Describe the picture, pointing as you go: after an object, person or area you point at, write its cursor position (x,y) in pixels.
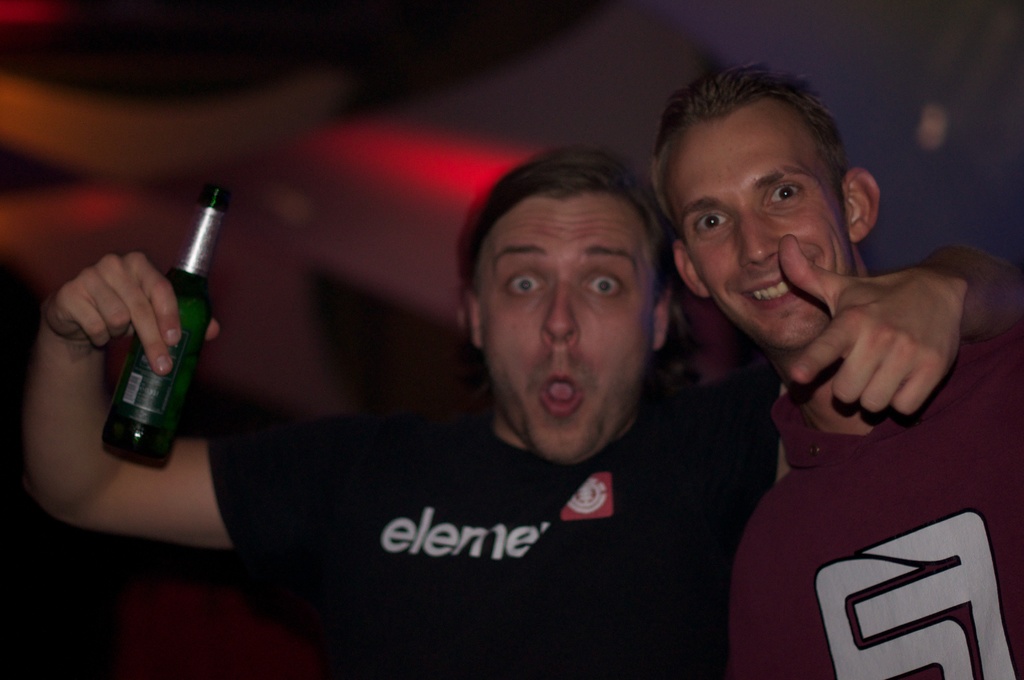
This is the picture of a two persons (642,555). The man (489,566) in black t shirt (489,541) was holding a bottle (158,387), Behind the people (682,493) there is a wall (408,146).
